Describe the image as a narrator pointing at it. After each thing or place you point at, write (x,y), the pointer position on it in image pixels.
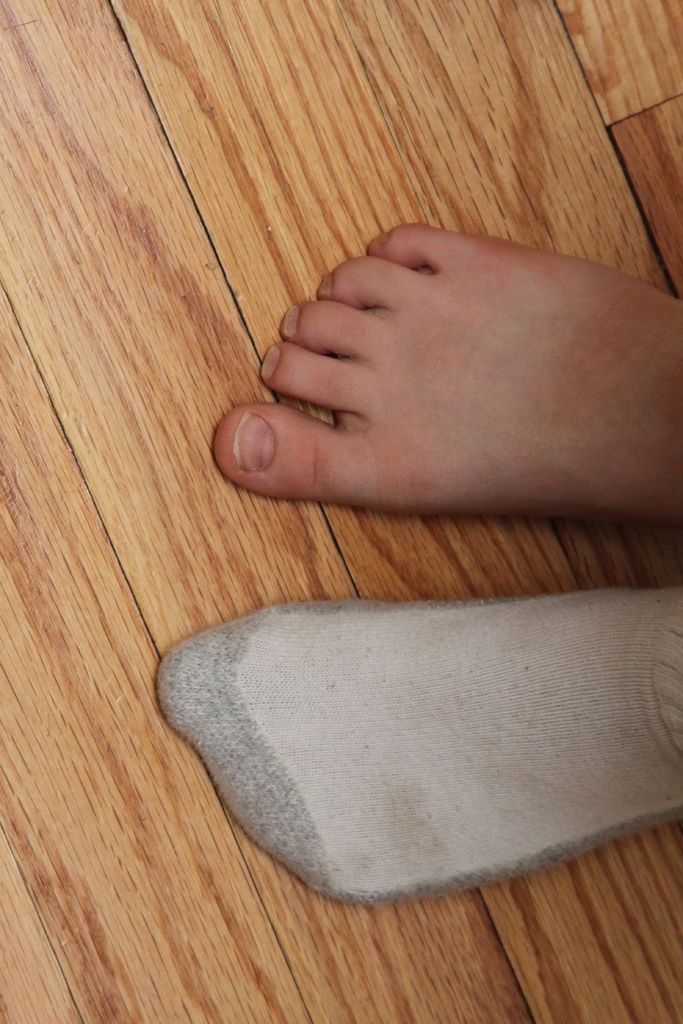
In this image there is a wooden floor (45,617), on that floor (306,201) there are legs (512,671).
